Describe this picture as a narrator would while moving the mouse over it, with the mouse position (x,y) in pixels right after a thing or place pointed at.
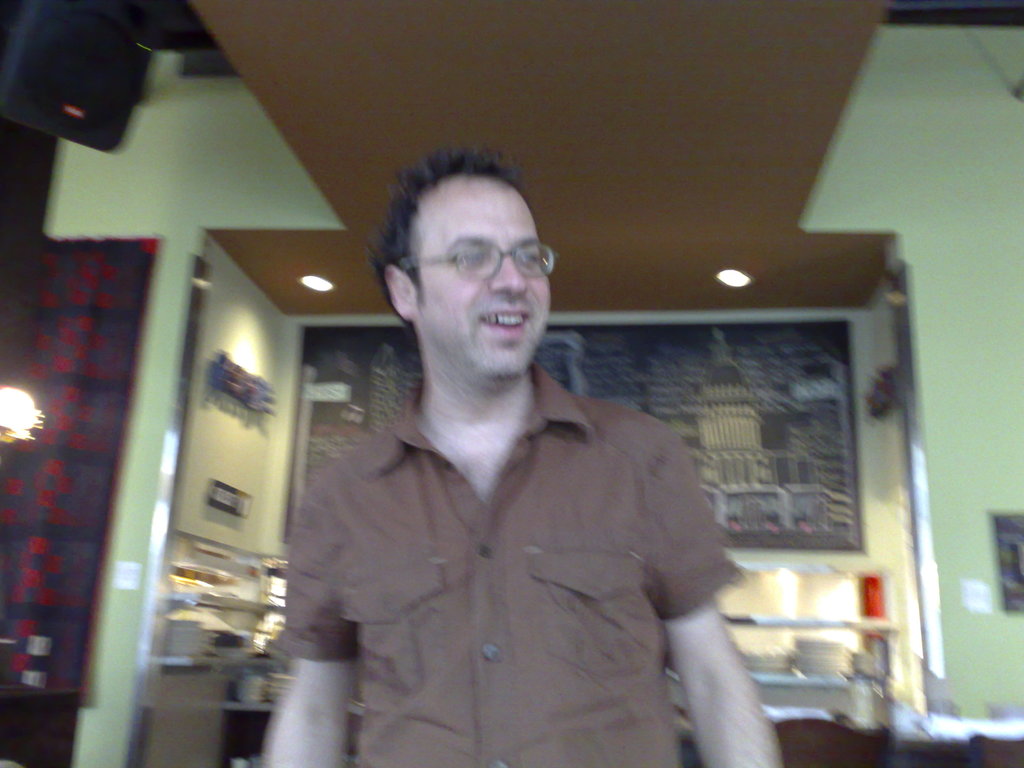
This image consists of a man (343,549) wearing brown shirt (433,703). In the background (203,361), there is a wall (287,393) on which a board (845,392) is fixed. Behind him, there is a kitchen (819,651). In which there are bowls (177,632) and plates (197,631). To the top (279,107), there is a roof (297,105).
